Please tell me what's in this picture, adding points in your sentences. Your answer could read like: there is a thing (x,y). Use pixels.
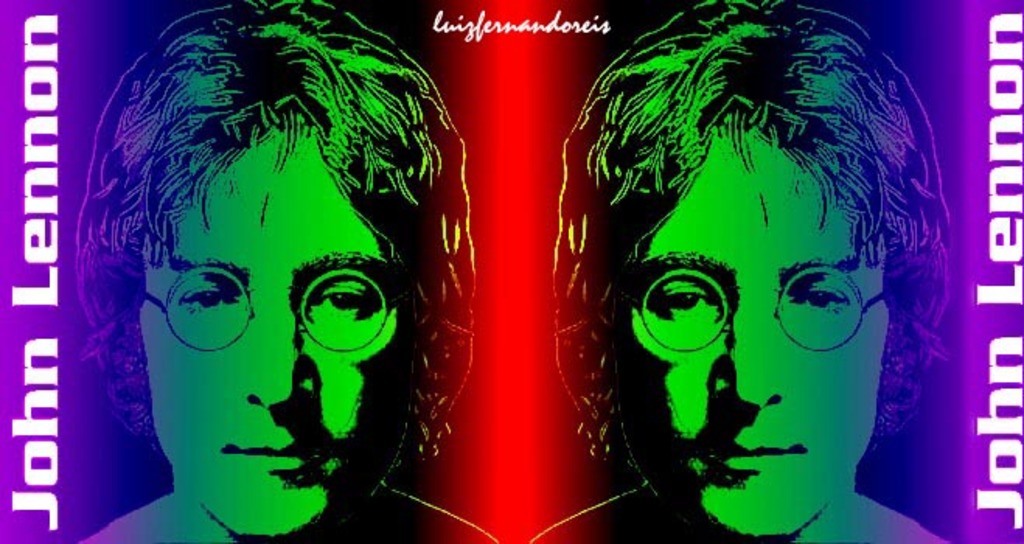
This is an edited picture. In this image I can see two people (405,401) with same faces (372,260) and something is written on it.
